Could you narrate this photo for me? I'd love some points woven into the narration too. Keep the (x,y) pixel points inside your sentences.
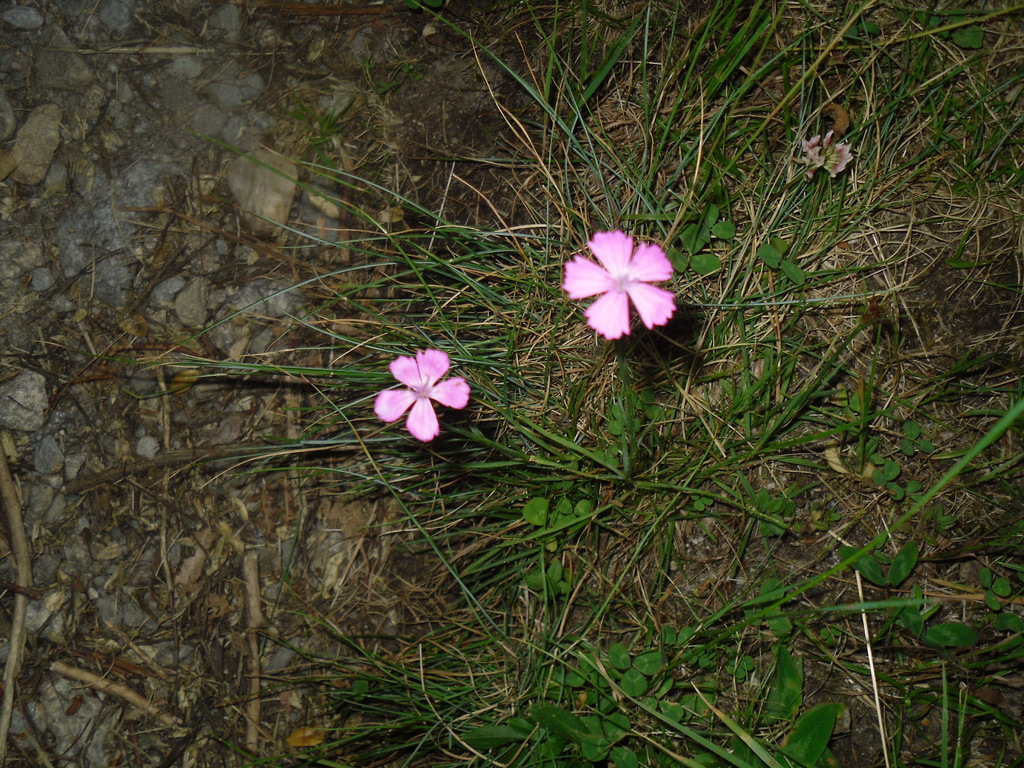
In this picture we can see flowers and in the background (565,501) we can see some stones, grass (481,571) and sticks (176,613) on the ground (429,570).
